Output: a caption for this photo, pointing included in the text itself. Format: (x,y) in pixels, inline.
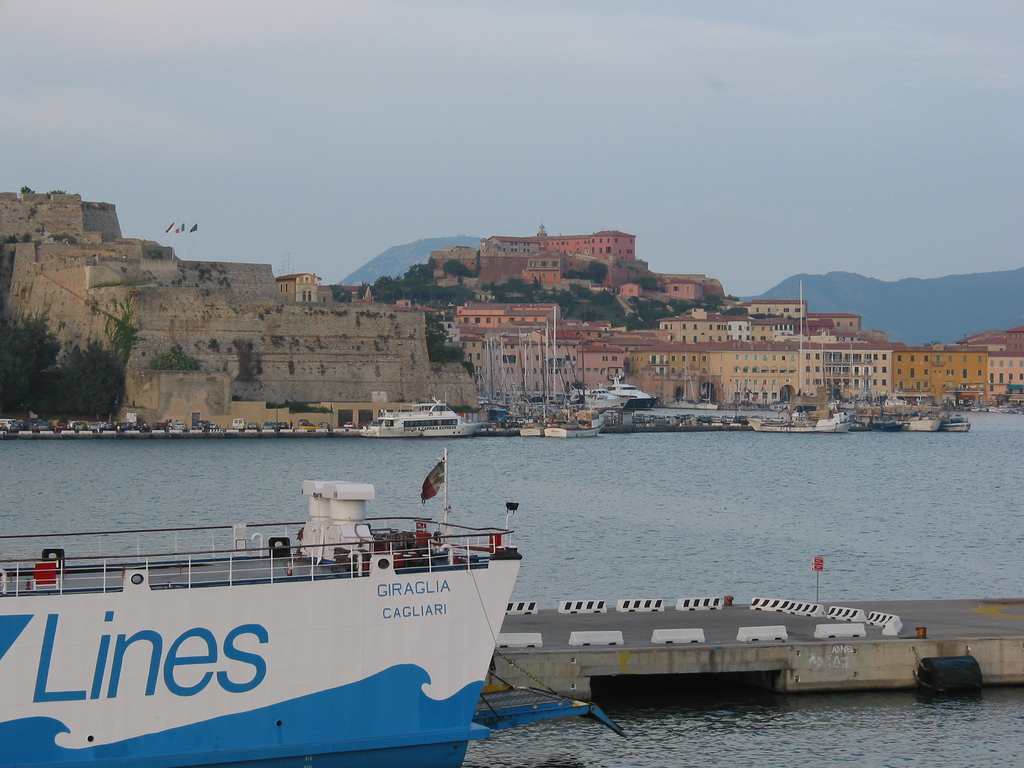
In this picture I can see a ship (186,608) and few boats (806,428) in the water (588,461) and I can see a bridge (785,627) and few buildings (23,273), trees (108,362) and I can see hills (789,284) and a cloudy sky (576,160) and I can see text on the ship (166,615).
